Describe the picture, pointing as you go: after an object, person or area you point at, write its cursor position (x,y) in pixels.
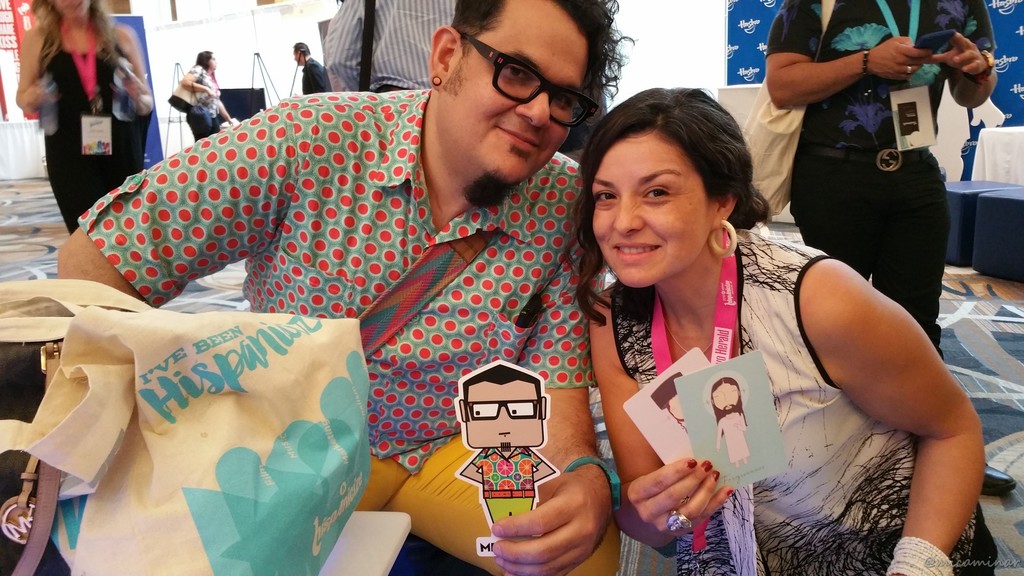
In this picture I can see a man (450,101) and a woman (708,288) in front (538,199) and I see that they're smiling and I see they're holding things (536,401) in their hands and I see 2 bags (103,415) in front of them. In the background (66,186) I can see few people (808,21) and I see the path (1006,294).
